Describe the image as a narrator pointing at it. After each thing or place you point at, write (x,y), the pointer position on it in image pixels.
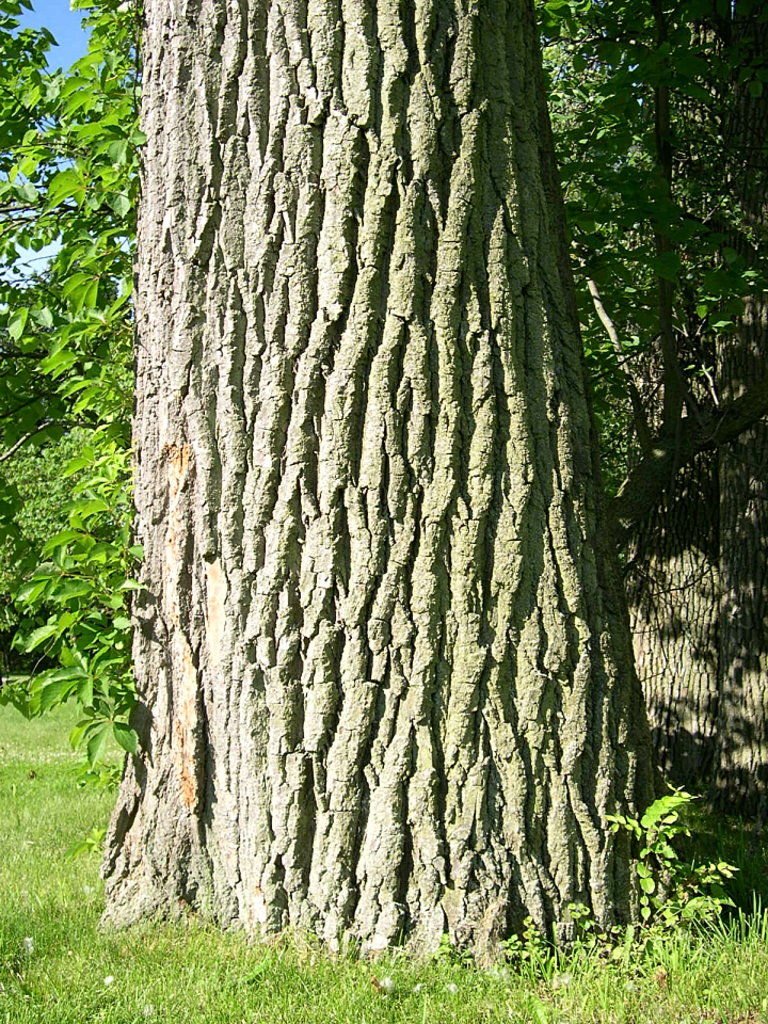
In this image, we can see tree trunks (570,606), plants (669,830) and grass (562,953). On the left side (71,509) background (51,485), we can see trees (47,444) and sky (67,18).
